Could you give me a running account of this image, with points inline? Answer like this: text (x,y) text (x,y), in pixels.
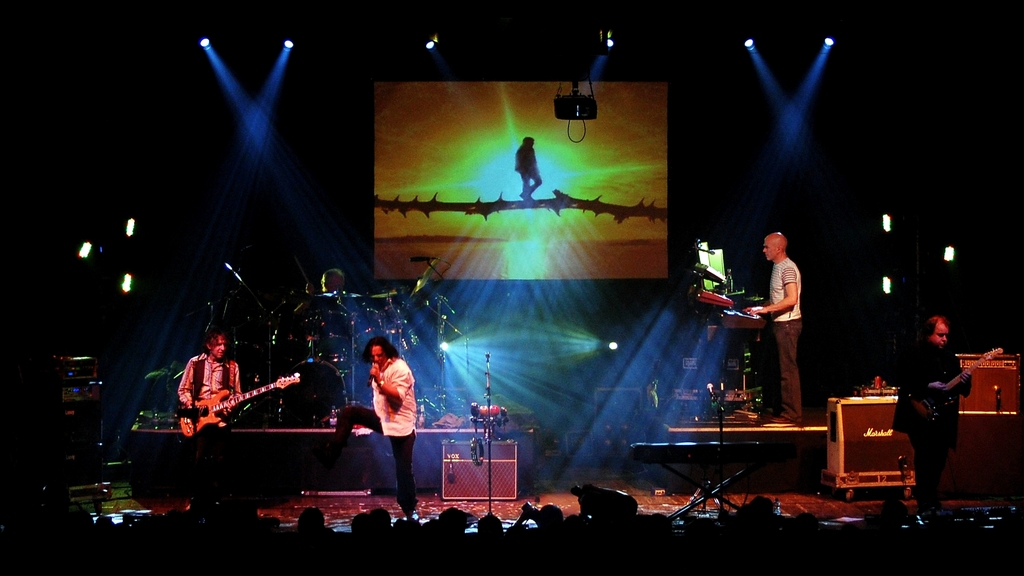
In this picture we can see some people (393,443) are playing musical instruments (220,394) in front of them there is a microphone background (407,209) we can see one display (459,209) in front of them audience (483,549) and listening the music. At the background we can see lighting (537,311).
